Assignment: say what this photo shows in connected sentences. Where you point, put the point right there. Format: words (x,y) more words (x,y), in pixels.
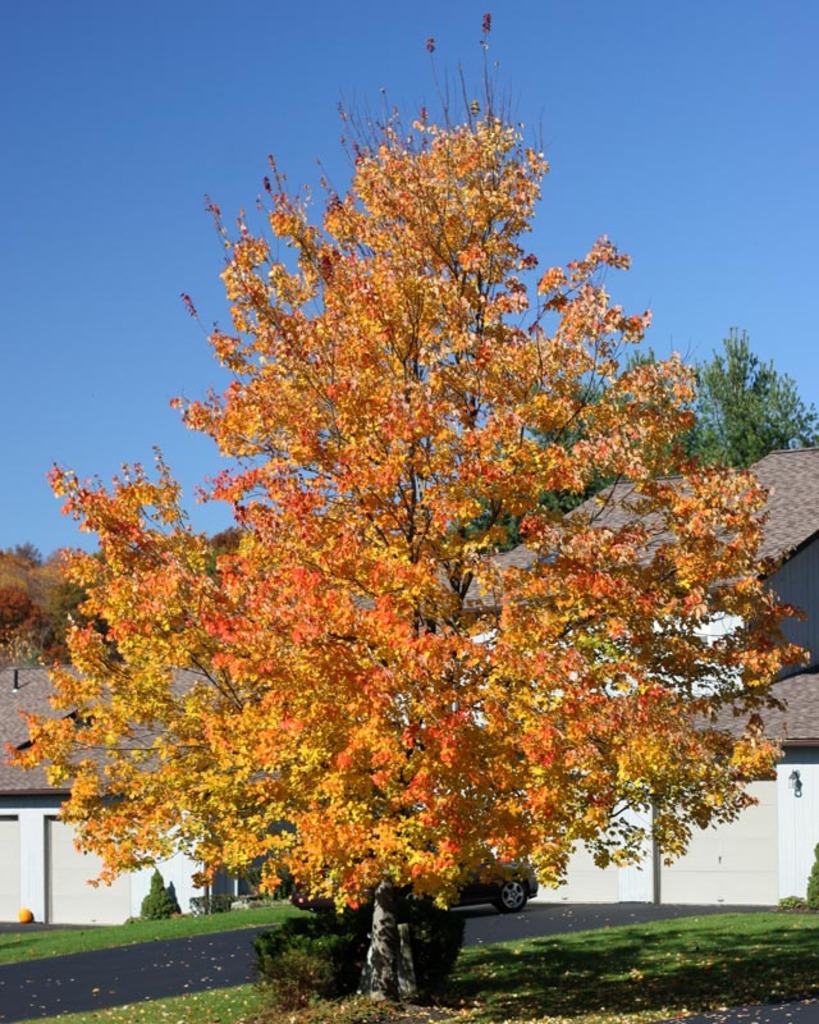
In this image I can see the ground (613,983), the road (173,971), a tree (431,673) which is yellow and orange in color, few leaves (443,1009) on the ground (449,999), a car (373,896) and few buildings (806,584). In the background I can see few trees (64,600) and the sky (187,226).
